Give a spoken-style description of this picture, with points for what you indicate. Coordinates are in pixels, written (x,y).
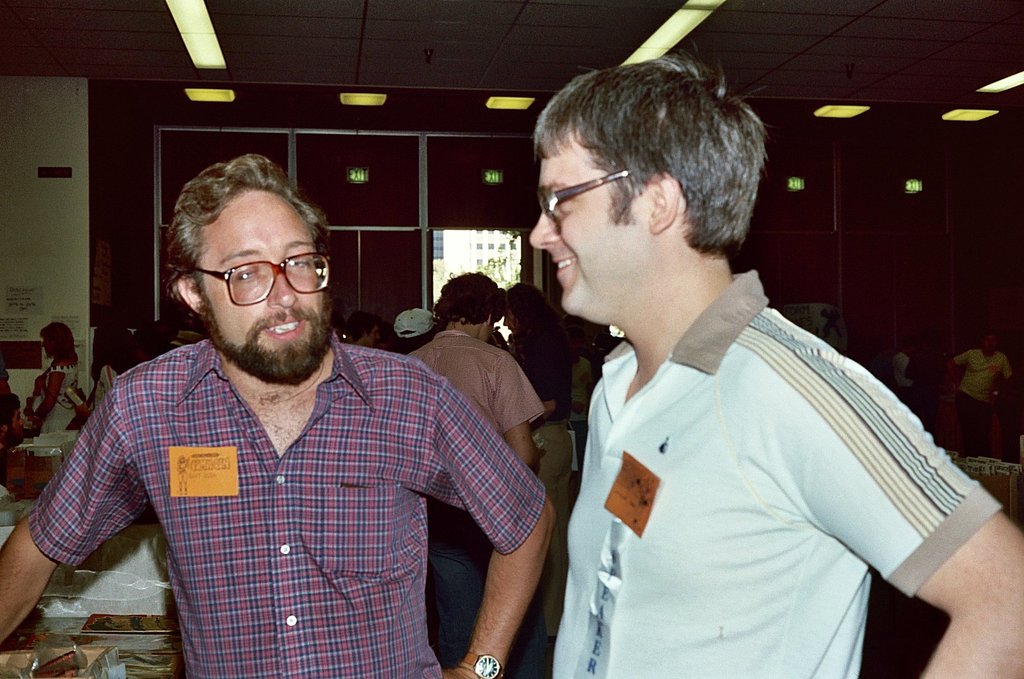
In this picture we can see two people (237,326) wearing spectacles (263,270) and smiling. We can see a few objects (98,597) on the tables (36,466) visible on both sides of the image. There are a few people (414,323) visible at the back (420,306). We can see some plants (513,271) and a building (476,247) in the background (466,255).
